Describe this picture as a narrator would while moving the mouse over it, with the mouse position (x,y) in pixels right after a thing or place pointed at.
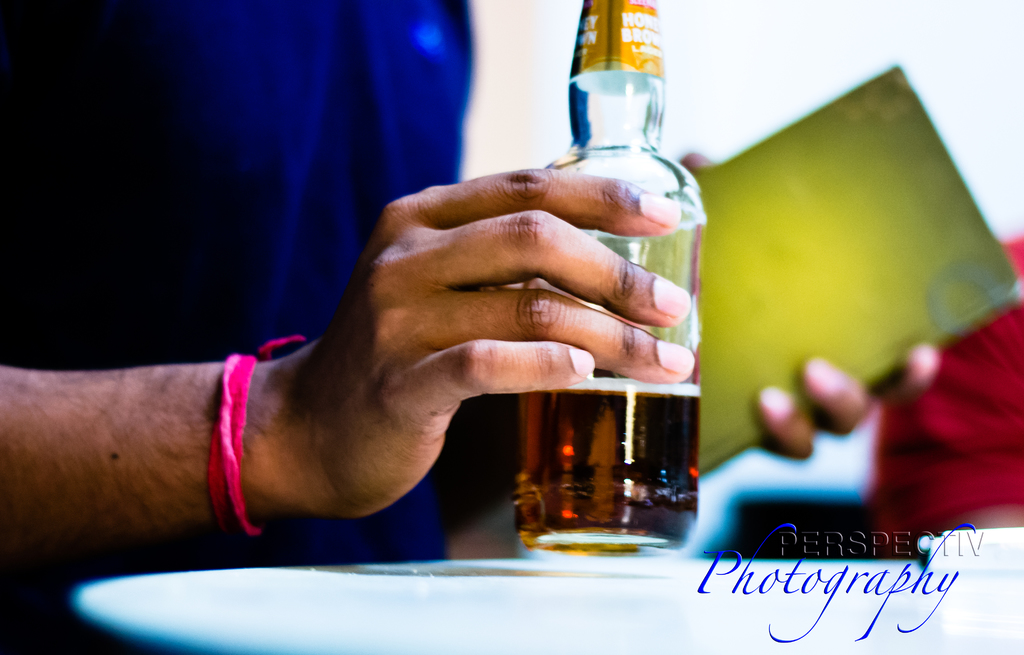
In this picture there is a beer bottle (580,120) held in a hand (493,367) on the table (470,601).
